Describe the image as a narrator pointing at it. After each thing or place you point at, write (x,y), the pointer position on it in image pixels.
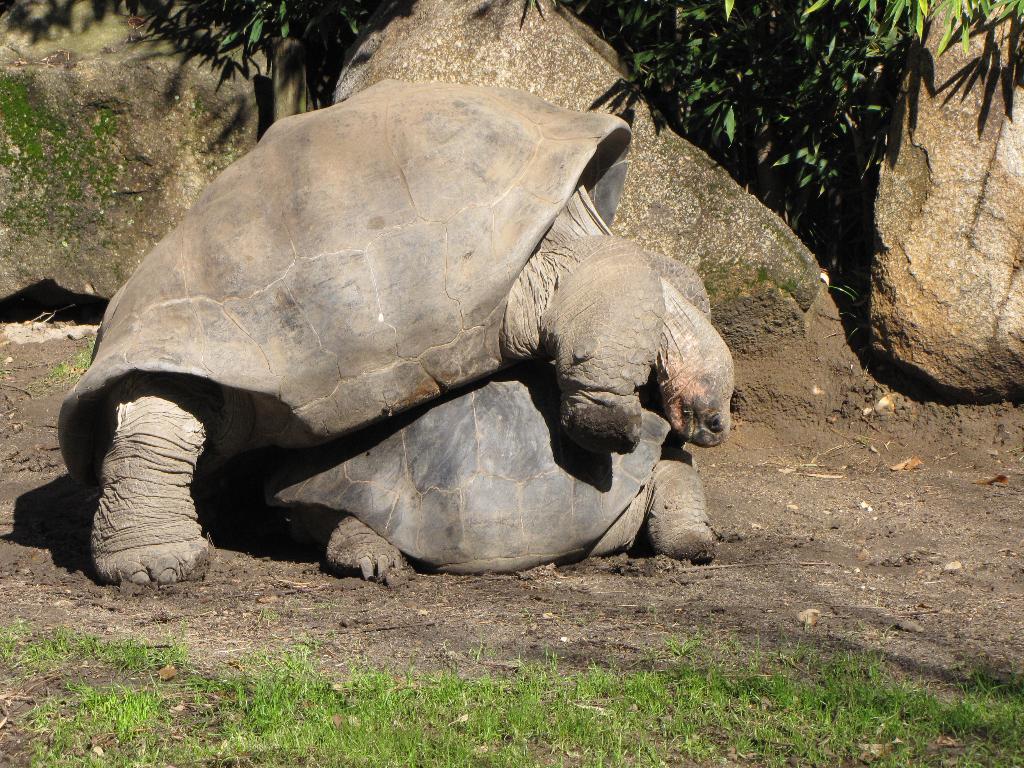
Here we can see tortoises (374,425) and grass (403,729). Background (418,36) there are rocks (76,73) and leaves (846,11).
